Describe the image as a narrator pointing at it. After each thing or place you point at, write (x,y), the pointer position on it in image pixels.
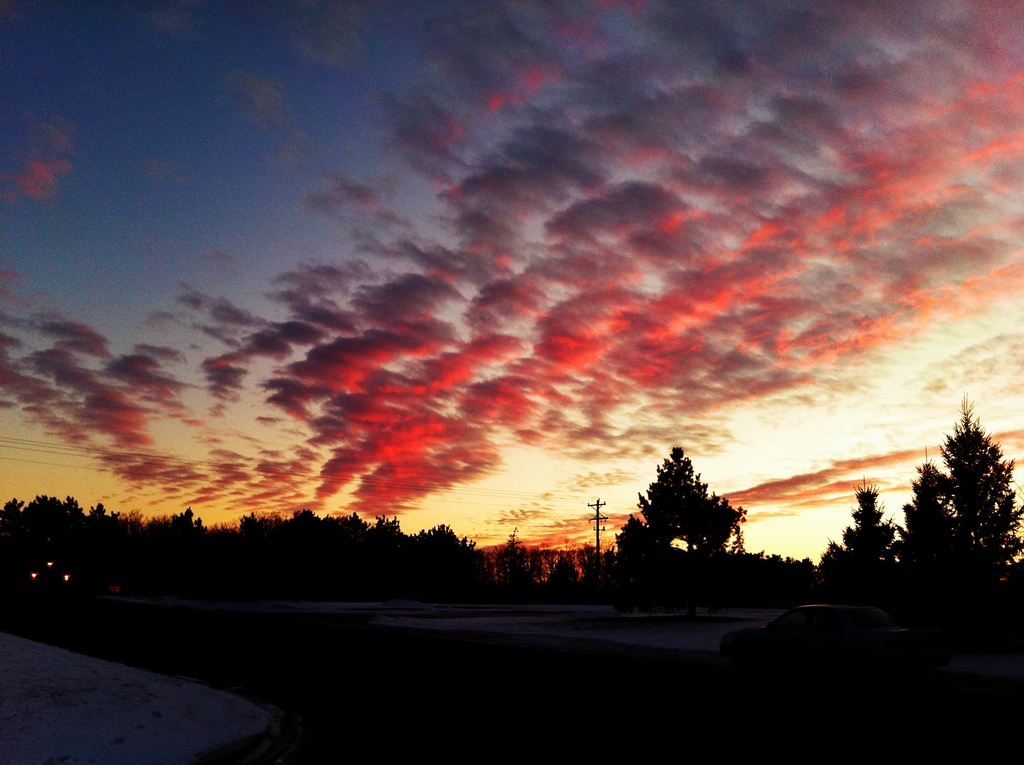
In this image we can see there is a car (859,640), trees (578,569), utility pole (599,523) and the sky (630,327).
